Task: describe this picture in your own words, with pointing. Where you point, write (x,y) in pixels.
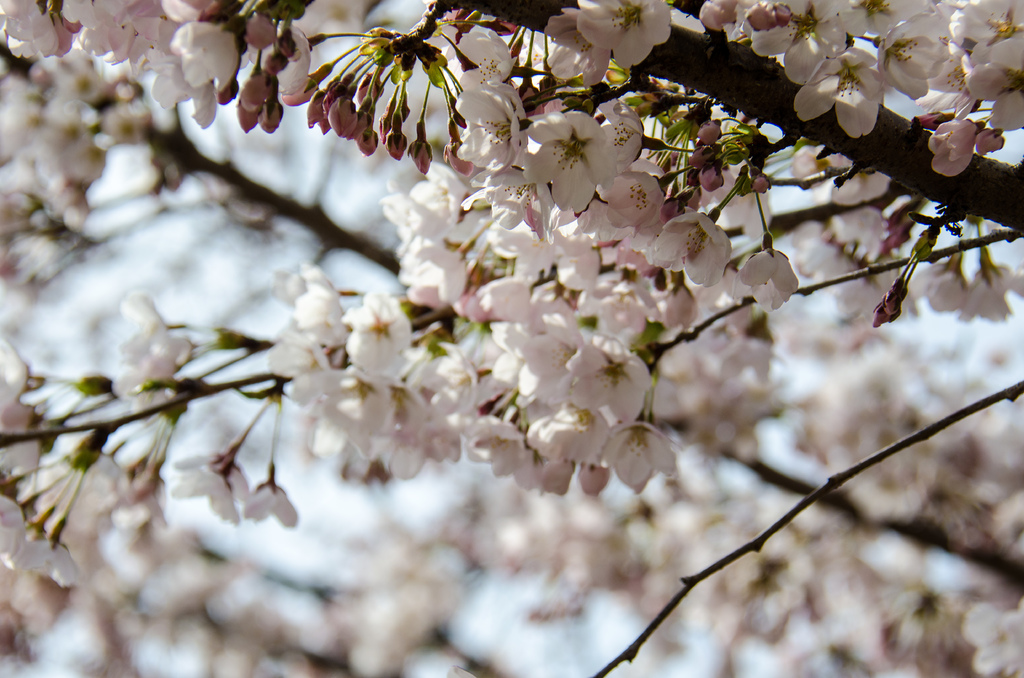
In this image I can see many white color flowers (512,190) and buds (451,163) to the stems (762,93). In the background (898,102), I can see the sky (596,665).
